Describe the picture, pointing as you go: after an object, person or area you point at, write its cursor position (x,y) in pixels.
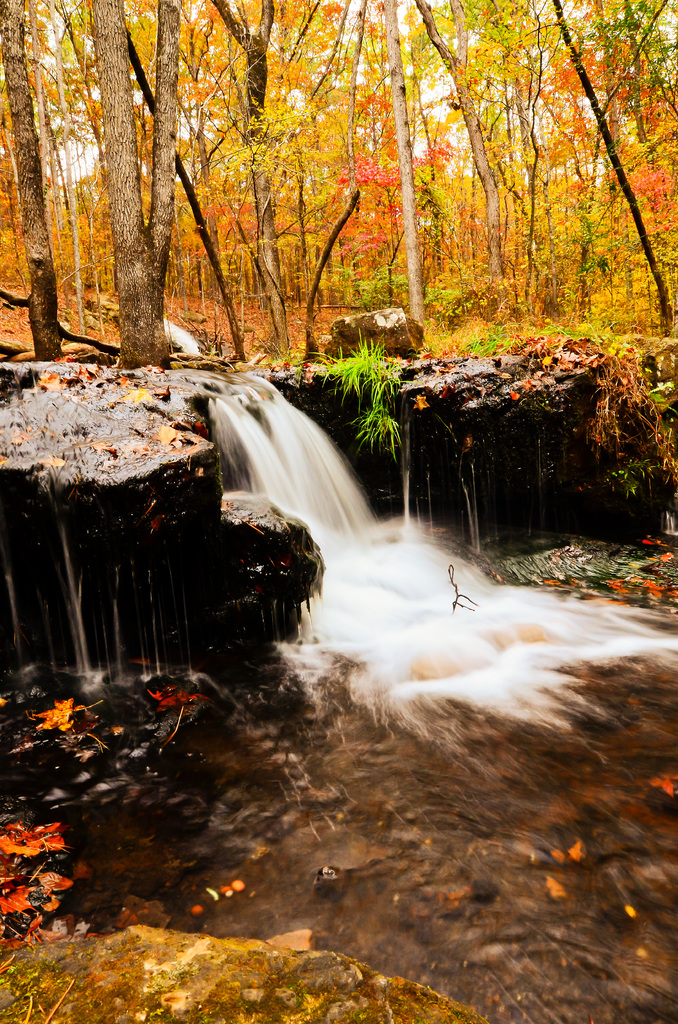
In this picture we can see leaves (15,893), rocks (141,572), water (524,707) and in the background (194,164) we can see trees (294,247).
